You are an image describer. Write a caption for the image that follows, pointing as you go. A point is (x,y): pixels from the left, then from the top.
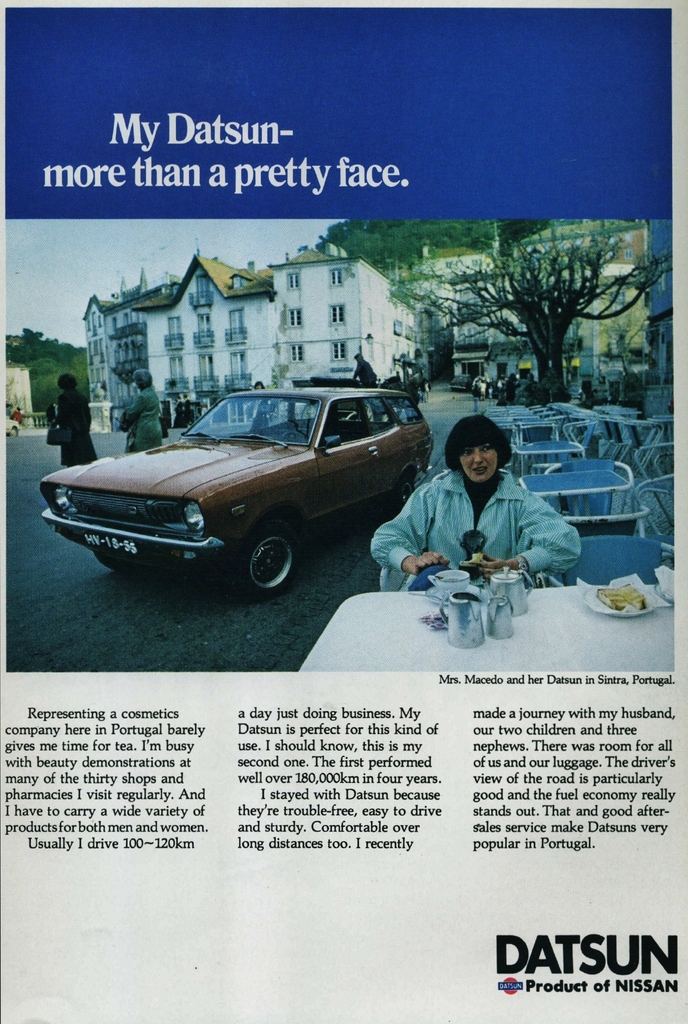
This is a poster (375,258) having an image and texts (676,980). In this image, we can see there are chairs (611,567), tables (415,634), persons (482,564), jugs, vehicles (229,535), food items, a road (443,388), trees (34,386) and the sky (129,251).
